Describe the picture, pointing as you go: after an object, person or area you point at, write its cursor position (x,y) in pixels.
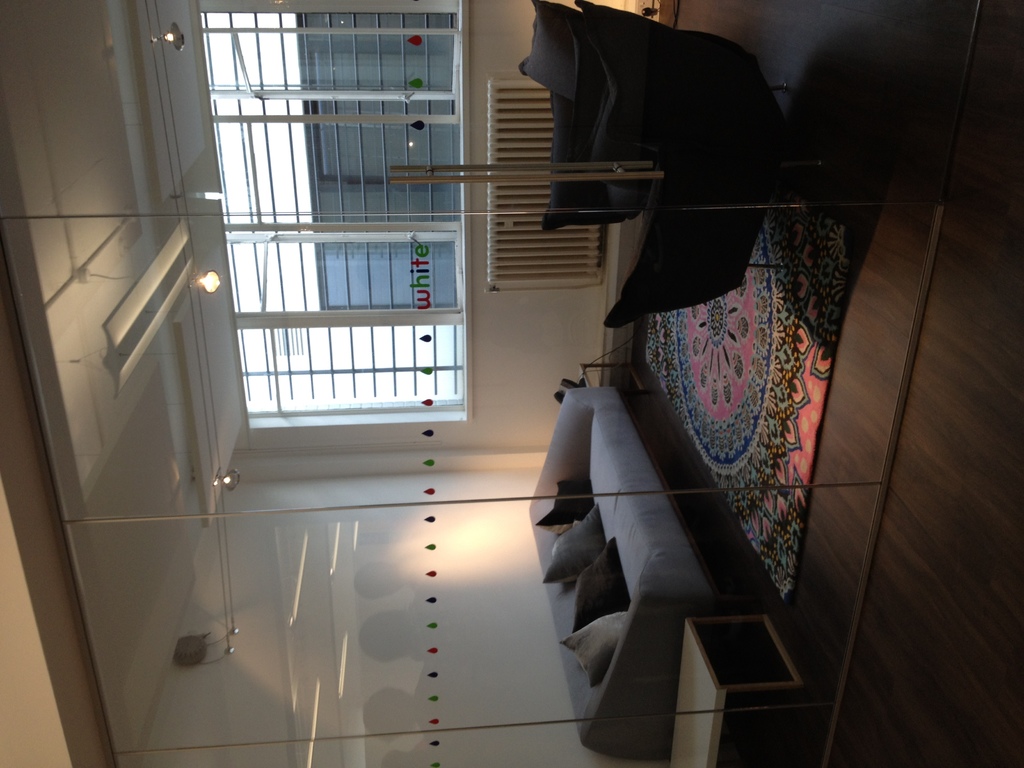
This image is in left direction. On the right side (726,228) there is a couch (631,439), chairs (645,312) and a mat (749,418) on the floor (724,516). On the couch (624,676) there are few pillows (605,606). On the left side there are few lights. In the background (399,70) there is a window (344,175) to the wall (199,110) through the window (371,271) we can see the outside view (362,343). In the outside there is another window (346,107) to a wall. At the bottom (472,687) there is a glass (377,612). It seems like a cabin (346,675).
